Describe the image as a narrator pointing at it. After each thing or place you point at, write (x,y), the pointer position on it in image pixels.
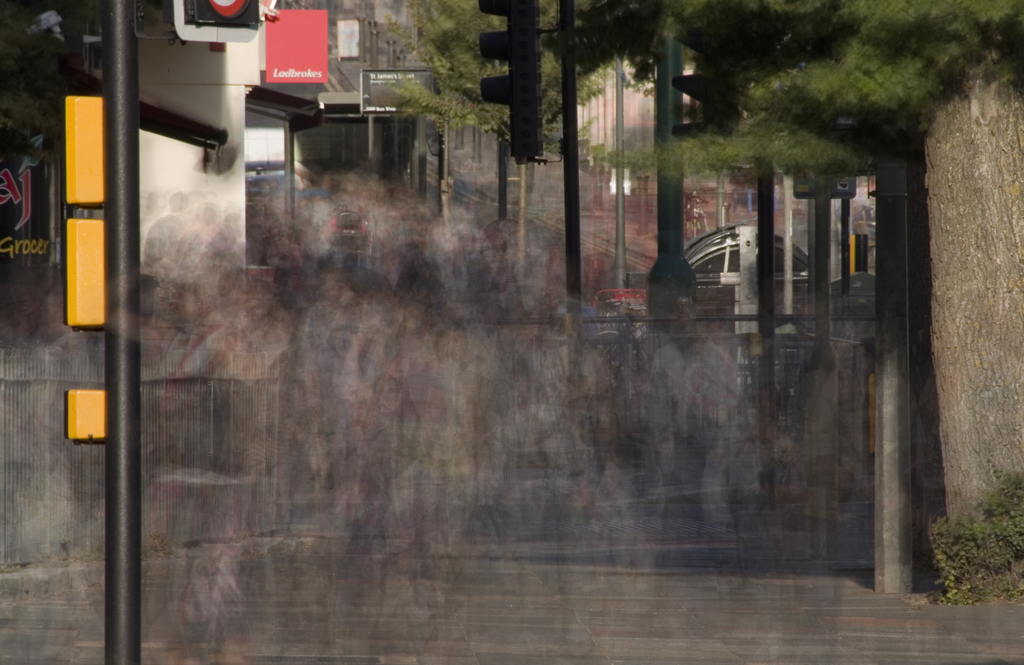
In this image we can see the poles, name boards (322,30), trees (432,93) and vehicle (730,232).
